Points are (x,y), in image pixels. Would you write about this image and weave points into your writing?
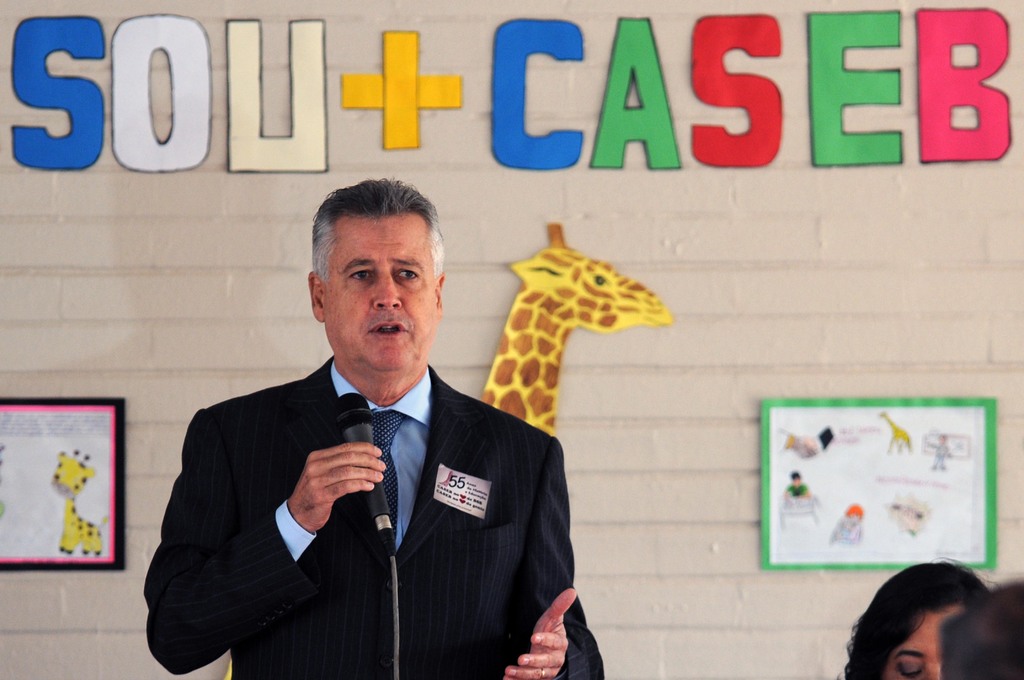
In this image I can see the person (557,635) standing and holding the microphone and the person (427,445) is wearing black blazer (454,437) and blue color shirt (417,442). In the background (390,86) I can see few charts (798,440) and colorful papers (529,161) attached to the wall (699,357).
